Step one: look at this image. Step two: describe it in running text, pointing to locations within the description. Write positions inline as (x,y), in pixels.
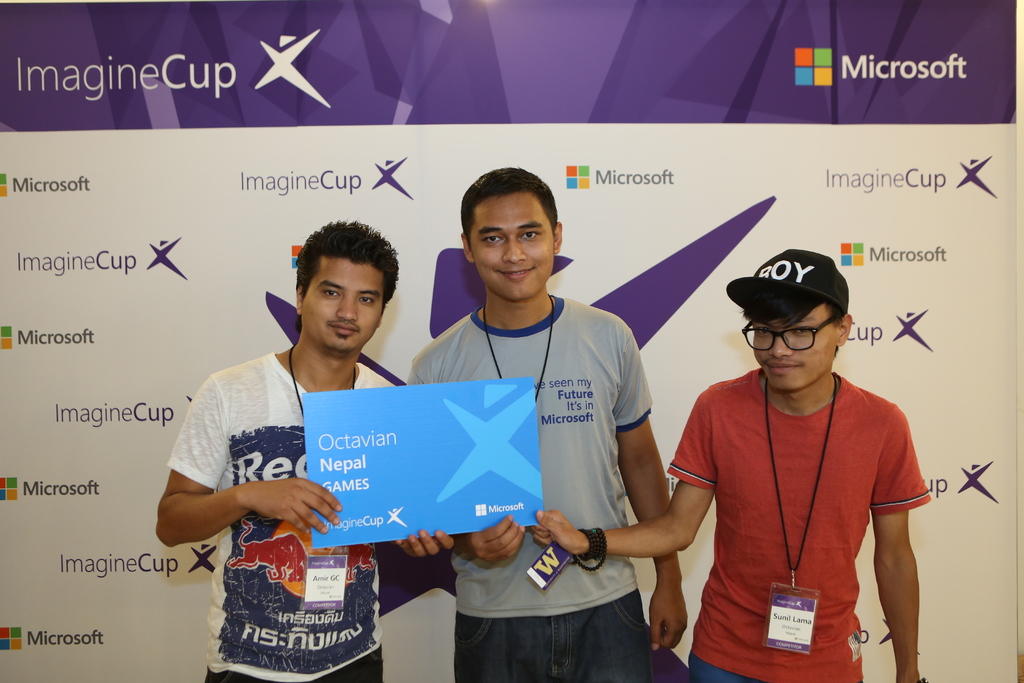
In this image we can see three persons (574,417) holding a board (401,441) with some text (353,447) on it, also they are wearing access cards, behind to them, there is a board (193,199) with some images (393,163), and text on it.
